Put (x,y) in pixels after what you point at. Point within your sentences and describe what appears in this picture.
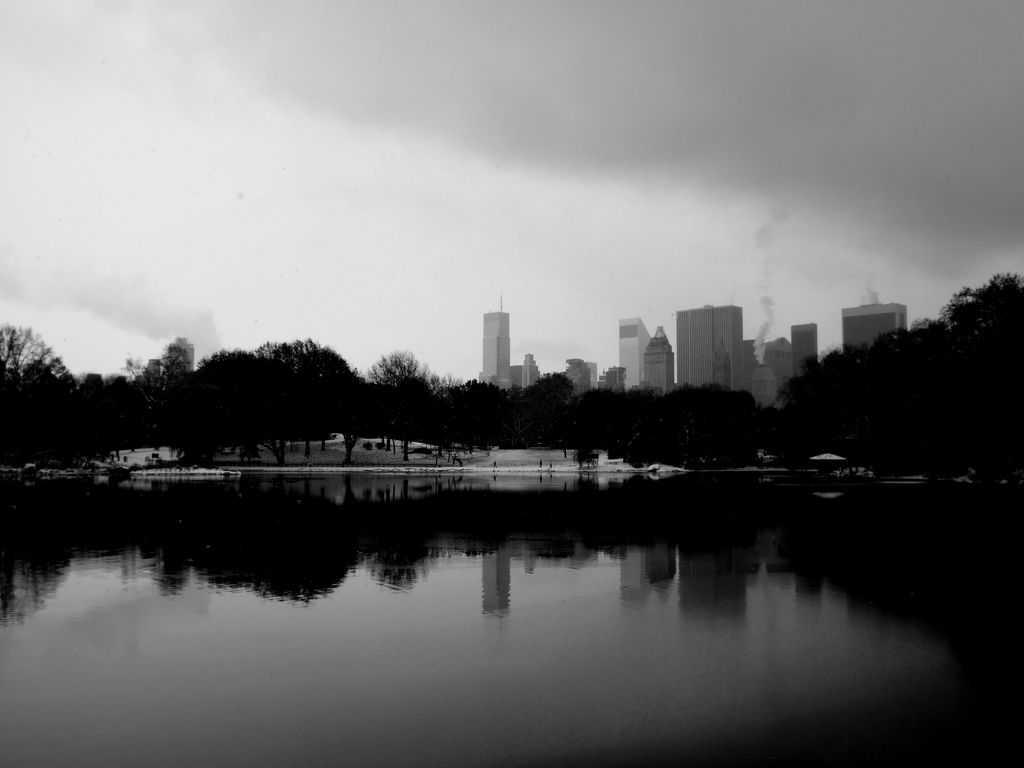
This is a black and white image. In this image we can see water (261,599). In the back (277,419) there are trees (833,390) and buildings (629,354). Also there is smoke (766,339) coming from buildings (718,317). And there is sky (419,83).
